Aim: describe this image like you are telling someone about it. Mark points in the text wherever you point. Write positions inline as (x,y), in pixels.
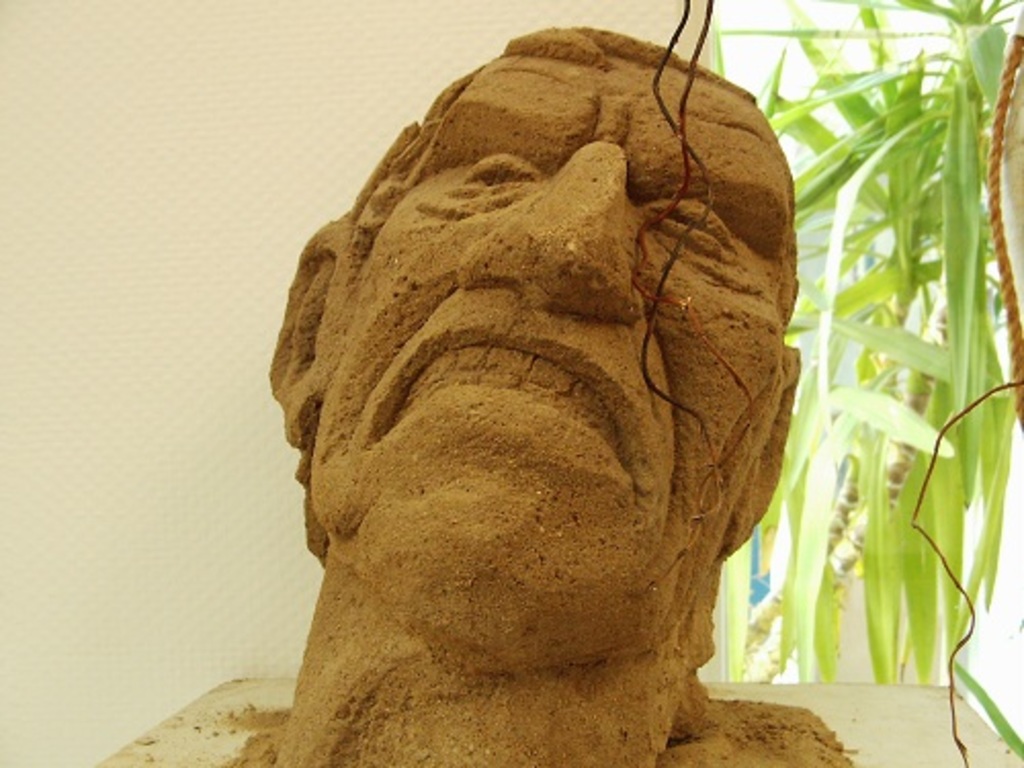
In this image there is a person face (499,337), which is made up of sand (460,751) on the board (161,729), and in the background (271,2) there is wall (216,124), rope (1019,355) and a plant (869,628).
